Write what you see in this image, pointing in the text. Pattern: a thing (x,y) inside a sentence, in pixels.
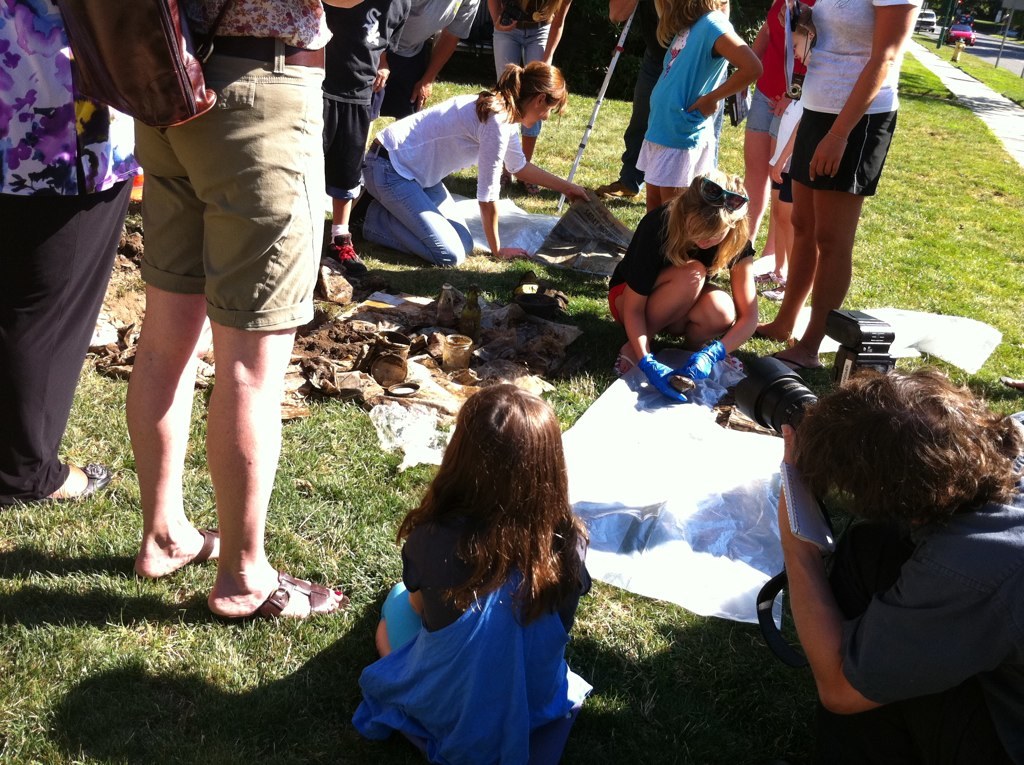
In the image there are few girls (385,194) and women (871,49) standing and sitting on the grassland (572,144) with piece of clothes (633,502) in front of them and few persons (358,110) standing behind them, on the right side (955,37) there are few vehicles (925,18) going on the road (1016,50).
